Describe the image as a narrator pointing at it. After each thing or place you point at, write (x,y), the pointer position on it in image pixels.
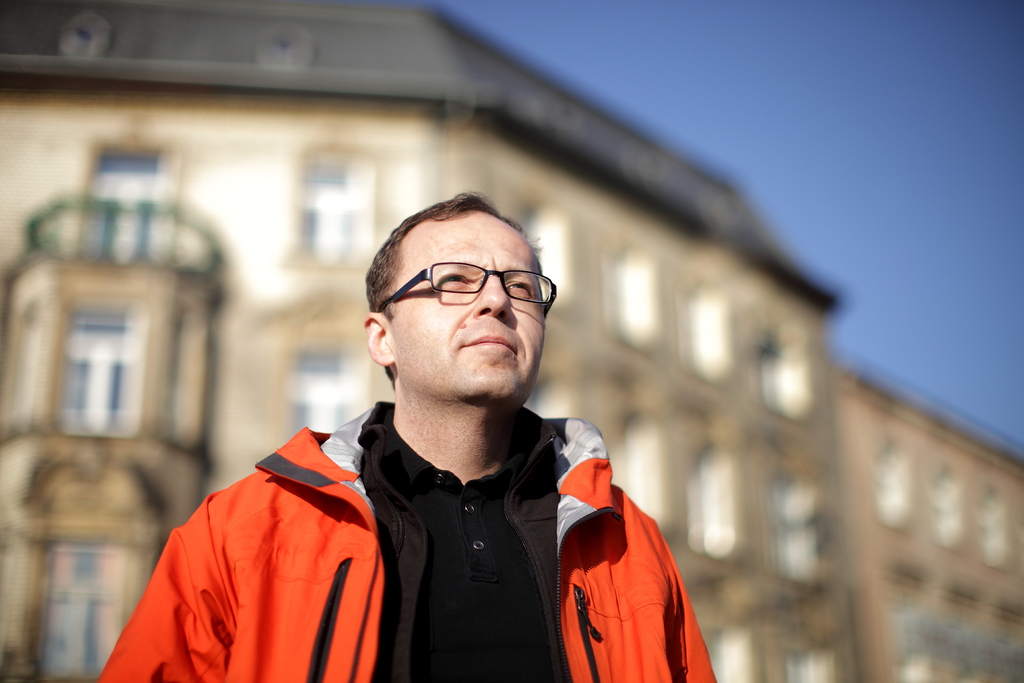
In this image I can see the person (439,601) standing and the person (494,599) is wearing black and orange color dress (483,552). In the background (688,333) I can see few buildings (851,464), windows (650,327) and the sky (796,113) is in blue color.
